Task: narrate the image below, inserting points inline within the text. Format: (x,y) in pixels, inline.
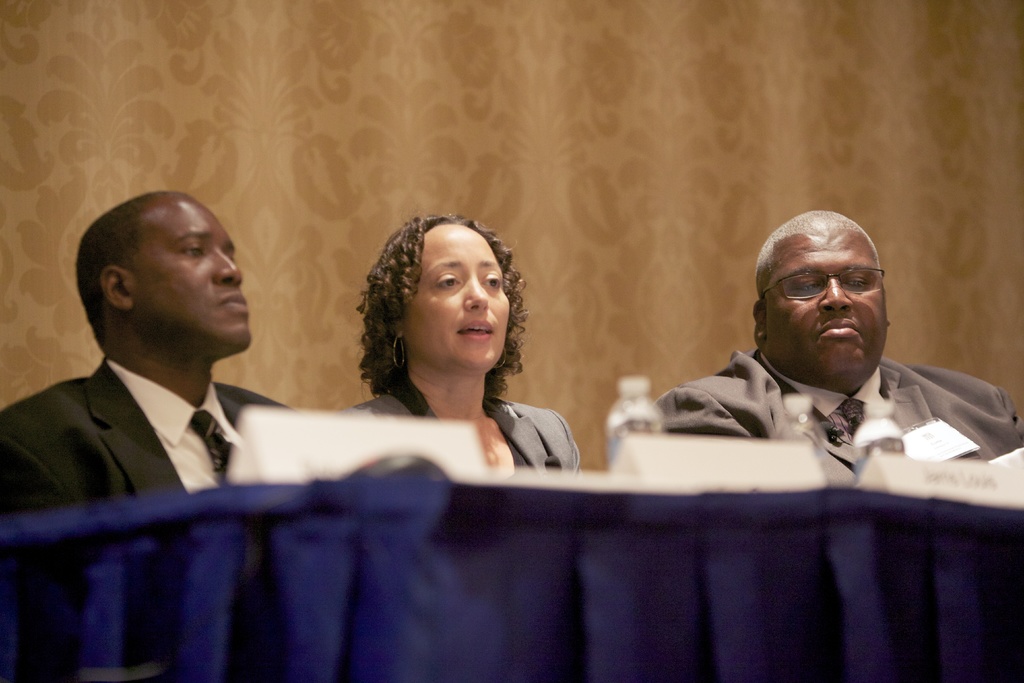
In this image we can see two men (847,389) and one woman (439,367) is sitting. Men (672,400) are wearing suit (731,415) and the woman (511,442) is wearing grey color coat (536,442). In front of them table (397,556) is there, on table (609,589) name plates (641,443) and bottle (634,431) is present. background of the image (995,148) brown color wall (515,137) is present.
